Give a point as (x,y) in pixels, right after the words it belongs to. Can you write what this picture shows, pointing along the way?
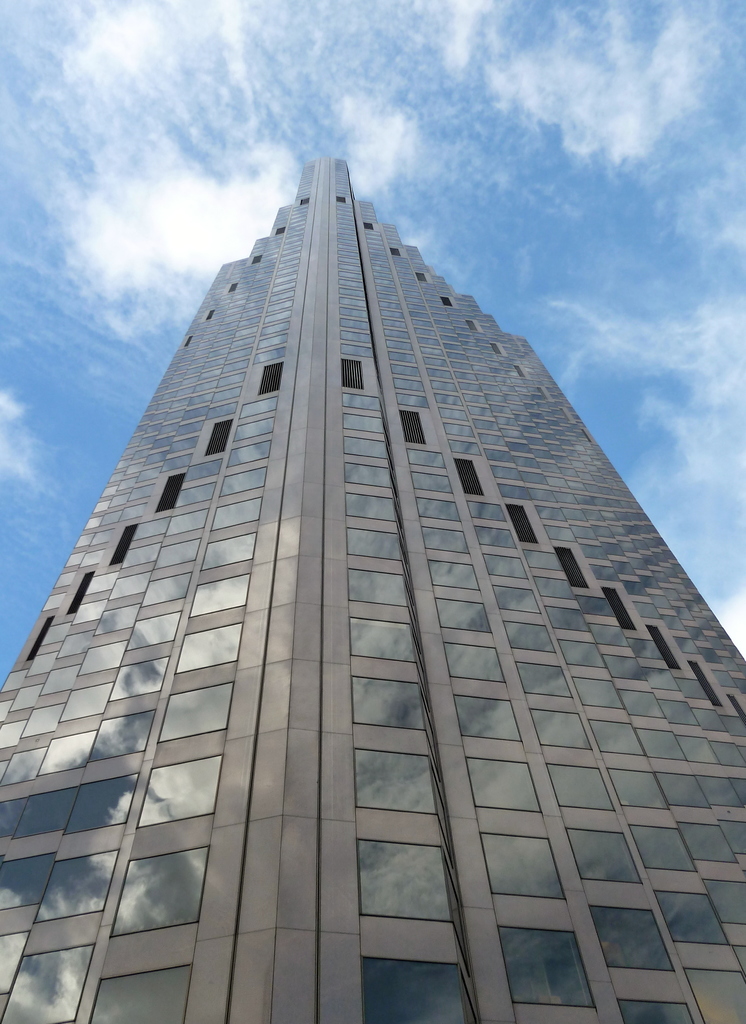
In this image there is a building (321,456) and the sky (693,271) is cloudy.
